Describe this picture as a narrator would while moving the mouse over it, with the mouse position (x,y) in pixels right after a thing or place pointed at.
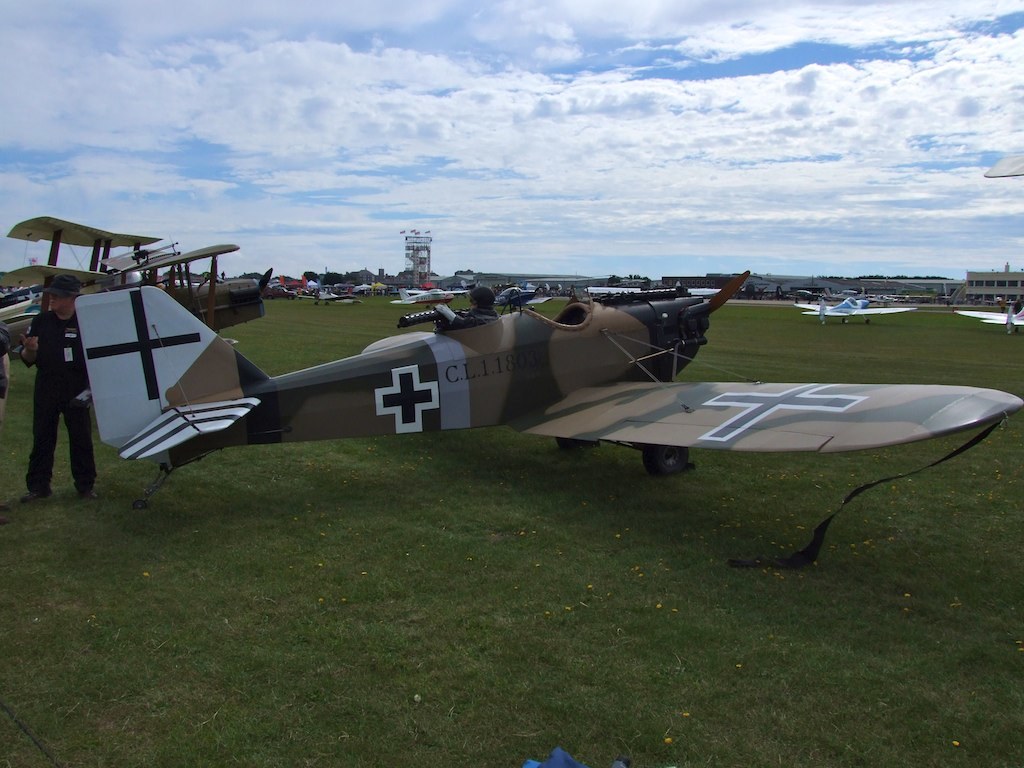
In this image, there are a few aircrafts (636,358). We can see some people (492,310). We can see the ground (338,602) covered with grass (233,612) and some objects (429,278). We can also see an object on the right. We can see the sky (328,148) with clouds (328,148). There are a few trees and houses (977,283).
